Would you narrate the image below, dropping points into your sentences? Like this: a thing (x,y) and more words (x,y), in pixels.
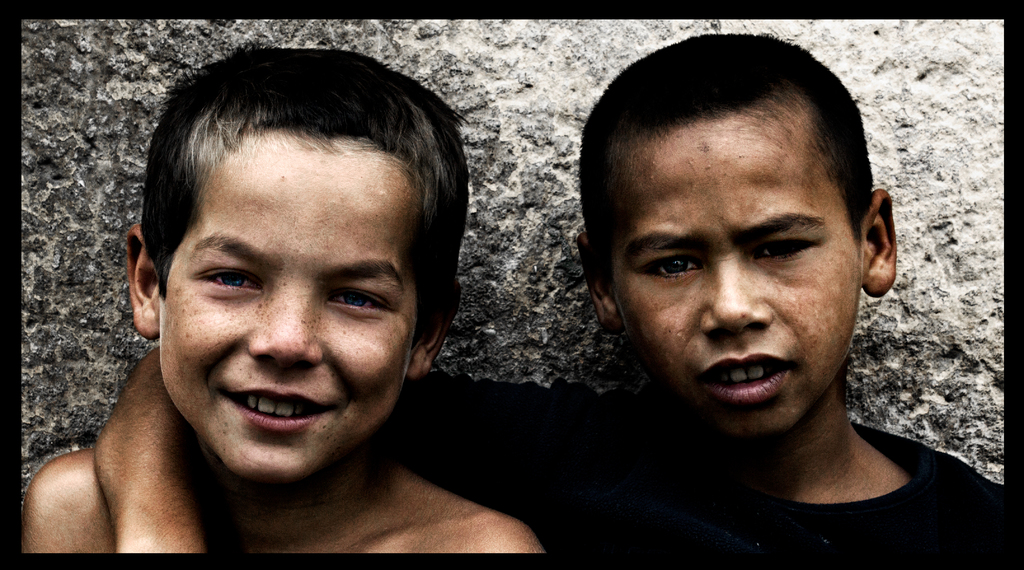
In this image I can see two boys (66,500) and here I can see he is wearing black dress (943,540). I can also see smile on his face (279,411).
